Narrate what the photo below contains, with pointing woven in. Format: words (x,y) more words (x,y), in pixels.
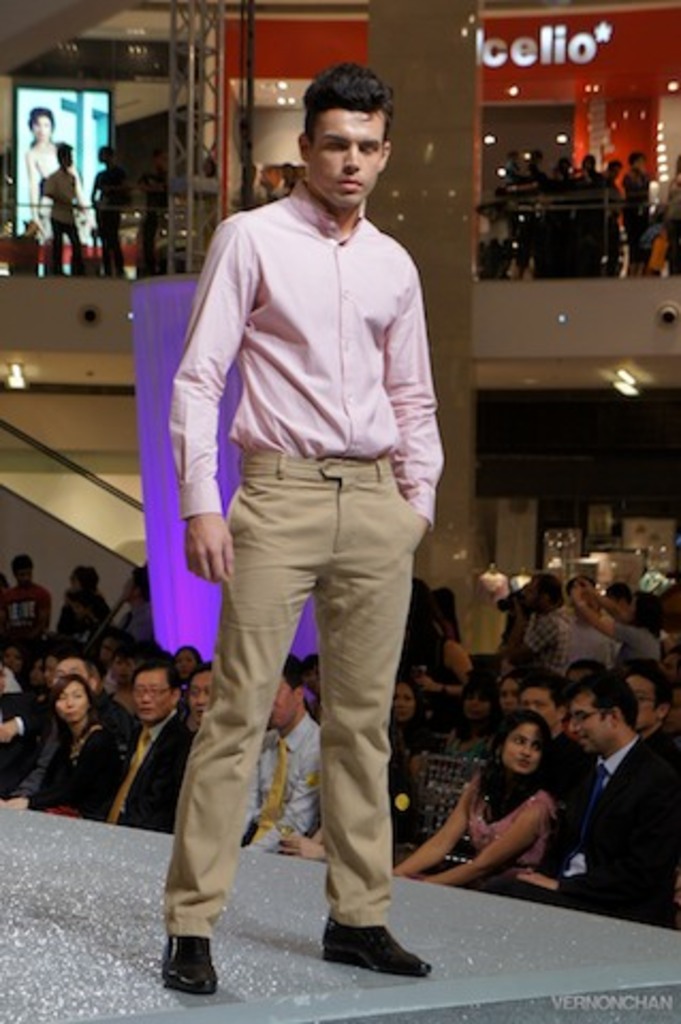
In the image in the center (329,473) we can see one person (288,548) standing. In the background (530,133) there is a wall (281,74), screen (30,104), banner (572,43), pillar (426,262), curtain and lights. And group of people (406,718) were sitting.
